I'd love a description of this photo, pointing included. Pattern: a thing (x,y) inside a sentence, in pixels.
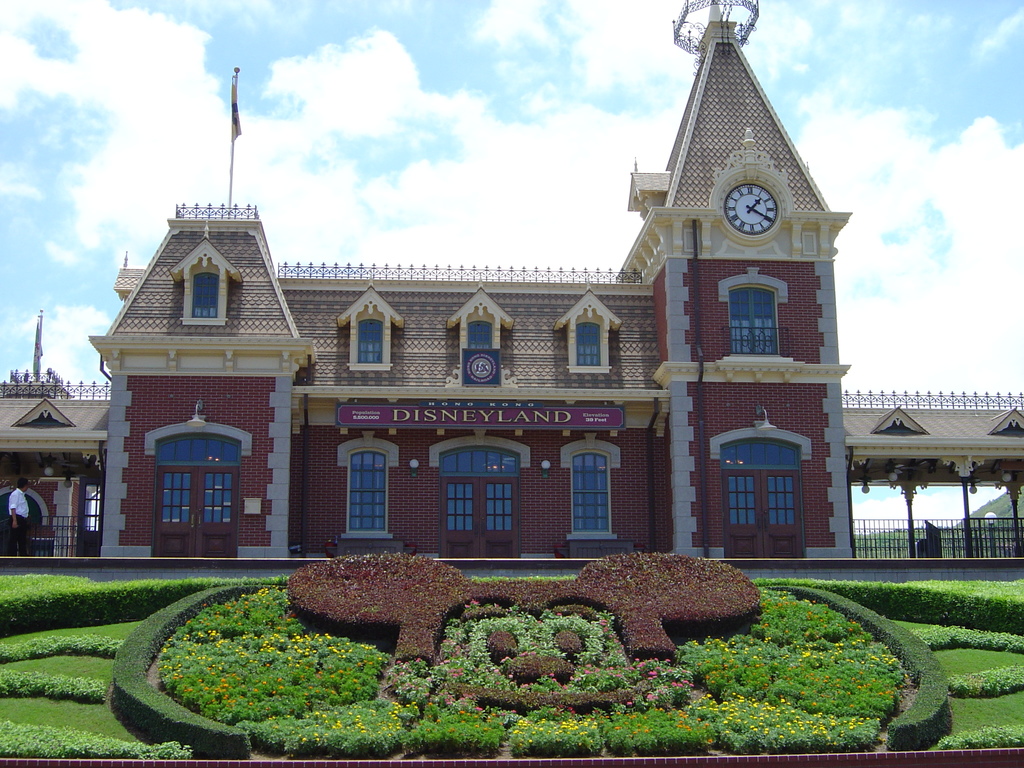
In this picture we can observe a building (516,402) which is in brown and cream color. We can observe a white color clock (754,204) on the wall (702,283) of the building (711,293). There are some plants (131,663) in this picture. We can observe brown and green color plants (305,669). In the background (345,178) there is a sky (389,112) with some clouds (495,132).
